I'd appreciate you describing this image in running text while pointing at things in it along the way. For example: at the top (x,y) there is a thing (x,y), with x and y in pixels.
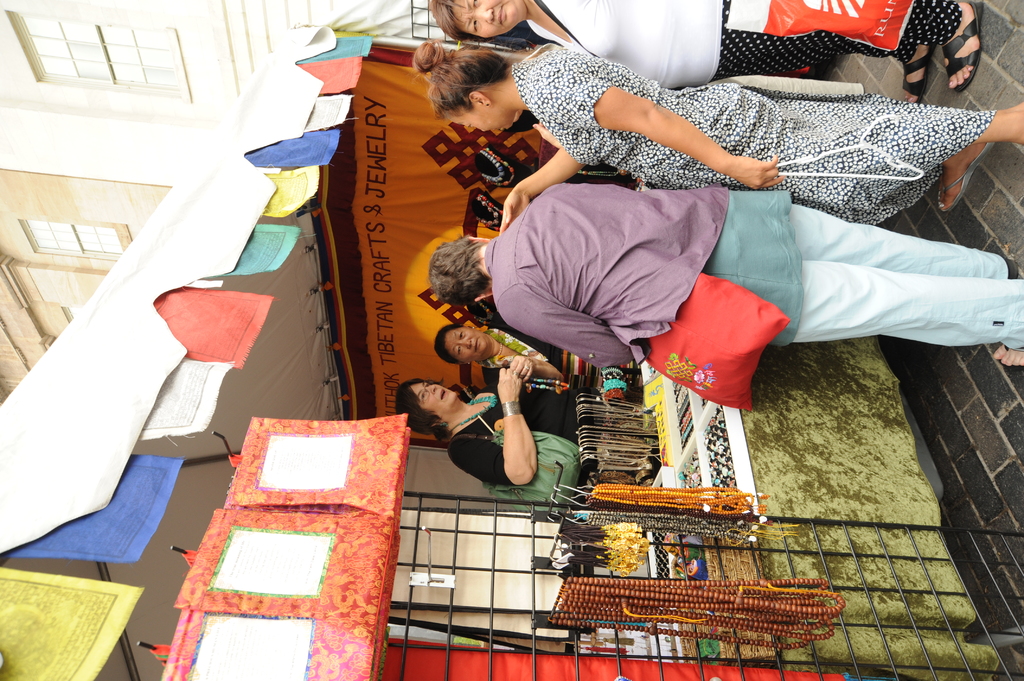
In this image I can see in the middle (605,376) it looks like a store (701,469), few people (596,1) are standing. On the left side (138,167) it looks like a building (138,167).
